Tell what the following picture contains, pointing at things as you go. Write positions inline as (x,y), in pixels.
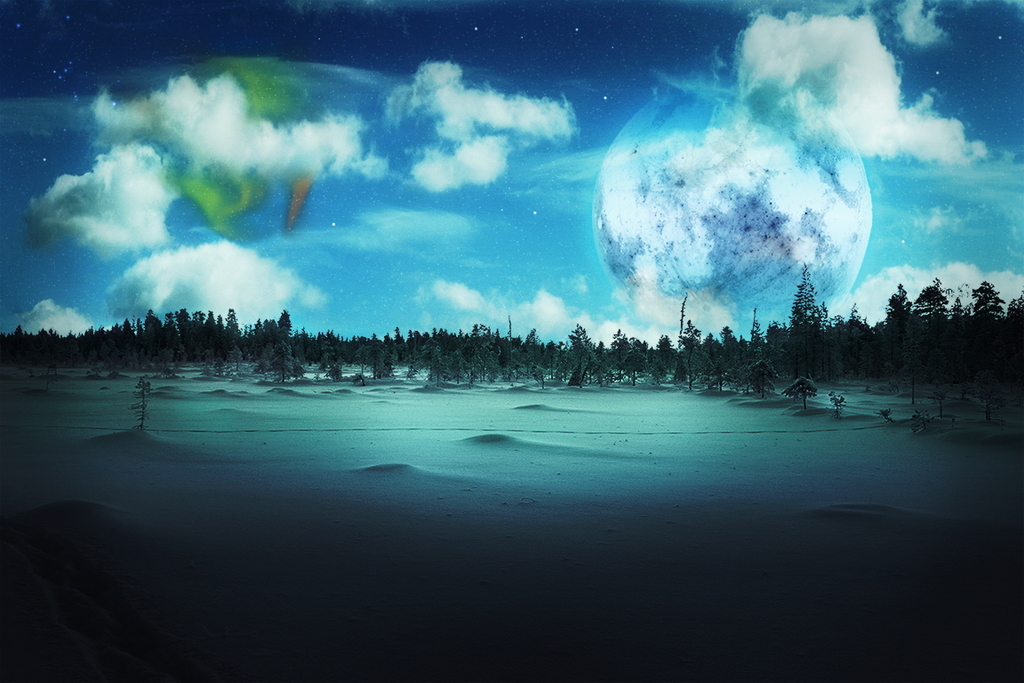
This is an edited picture. In this image we can see the trees (54,341) on the ground (78,472), snow (315,442) on the ground (284,398), at the top (899,45) there is the colorful cloudy sky (530,75) with moon (620,171) and stars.
